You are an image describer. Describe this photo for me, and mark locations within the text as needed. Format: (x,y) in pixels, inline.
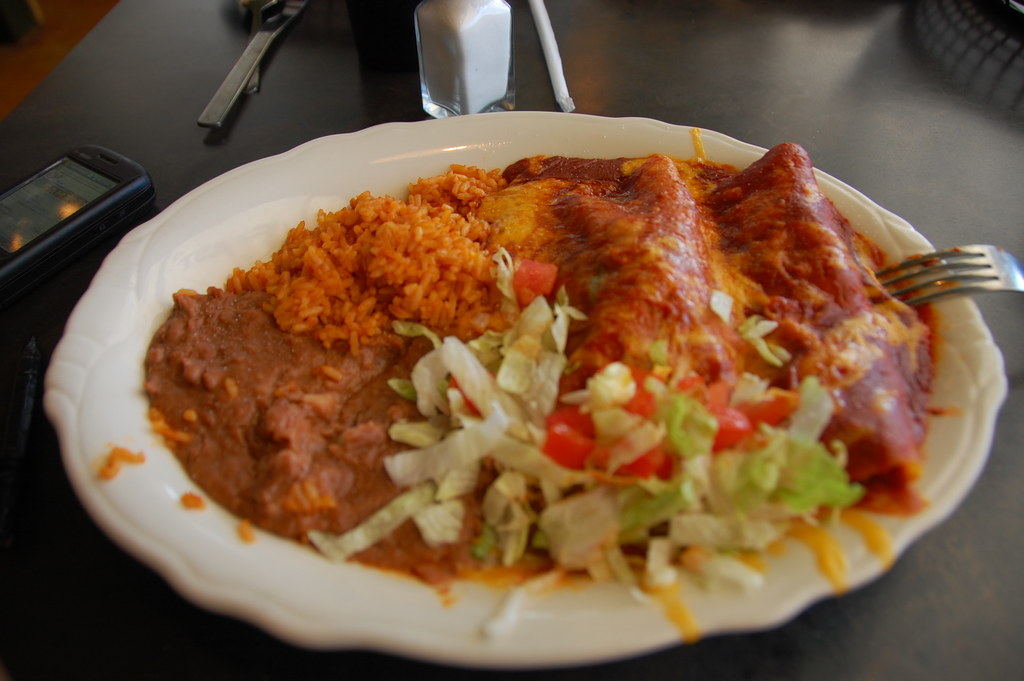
In the image in the center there is a table (679,113). On the table (346,124), we can see one jar (445,66), phone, fork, plate (107,379), some food item (520,397) and few other objects (943,6).
